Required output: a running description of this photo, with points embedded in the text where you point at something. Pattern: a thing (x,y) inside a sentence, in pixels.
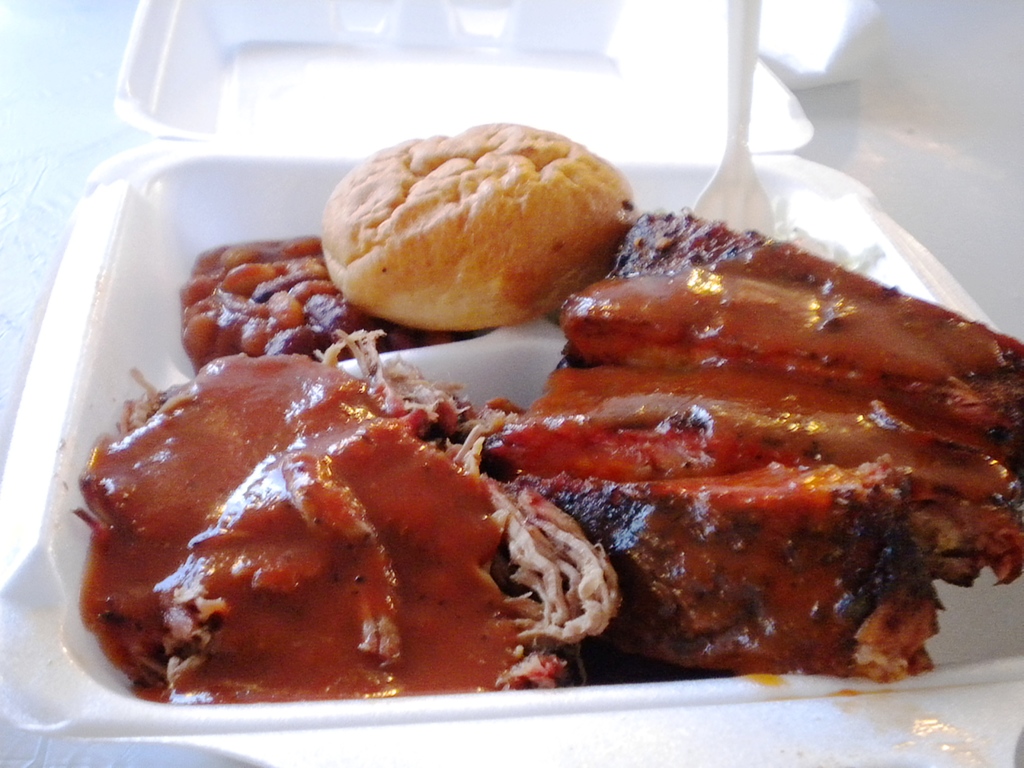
This image consists of food (575,345) which is in the container (546,116) and there is a spoon (739,160) which is white in colour.
